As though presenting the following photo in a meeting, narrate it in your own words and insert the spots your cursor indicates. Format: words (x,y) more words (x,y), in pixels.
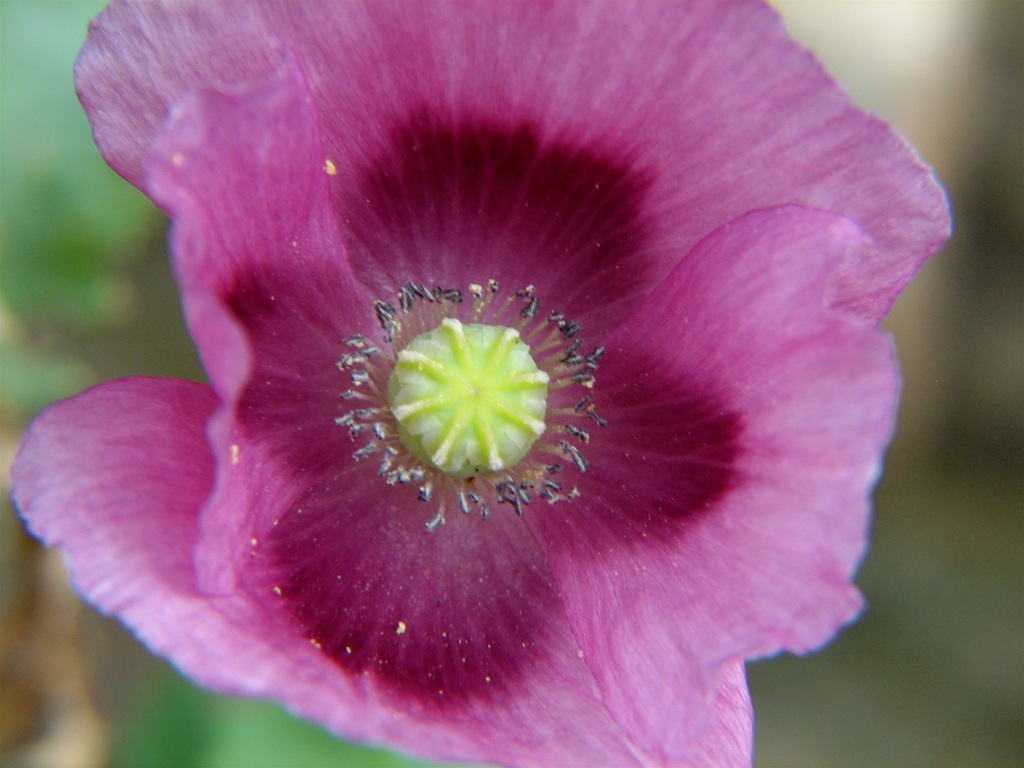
In this image I can see a purple colour flower (772,374) and here I can see few black colour things (453,300). I can also see this image is blurry from background (1016,273).
